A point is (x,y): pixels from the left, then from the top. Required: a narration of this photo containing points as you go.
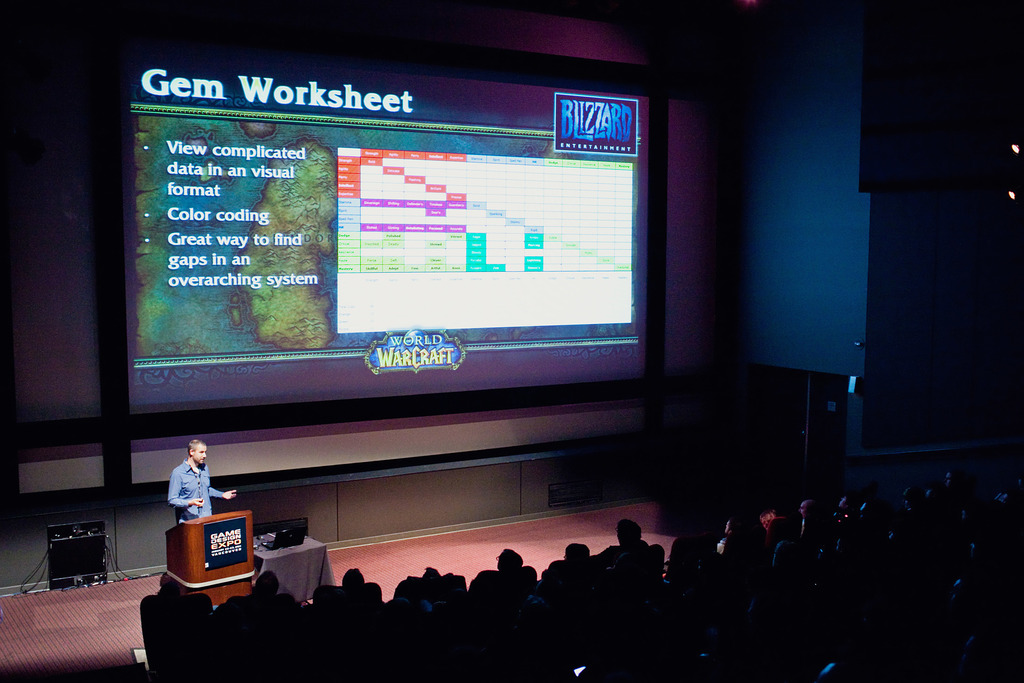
In this image we can see a person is standing on the floor (128,618). Here we can see a podium (245,577), table (295,594), cloth (315,569), laptop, door (762,491), and other objects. At the bottom of the image (956,506) we can see people (847,603) are sitting on the chairs (672,563). In the background (692,444) we can see wall (143,477), lights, and a screen (581,226).
